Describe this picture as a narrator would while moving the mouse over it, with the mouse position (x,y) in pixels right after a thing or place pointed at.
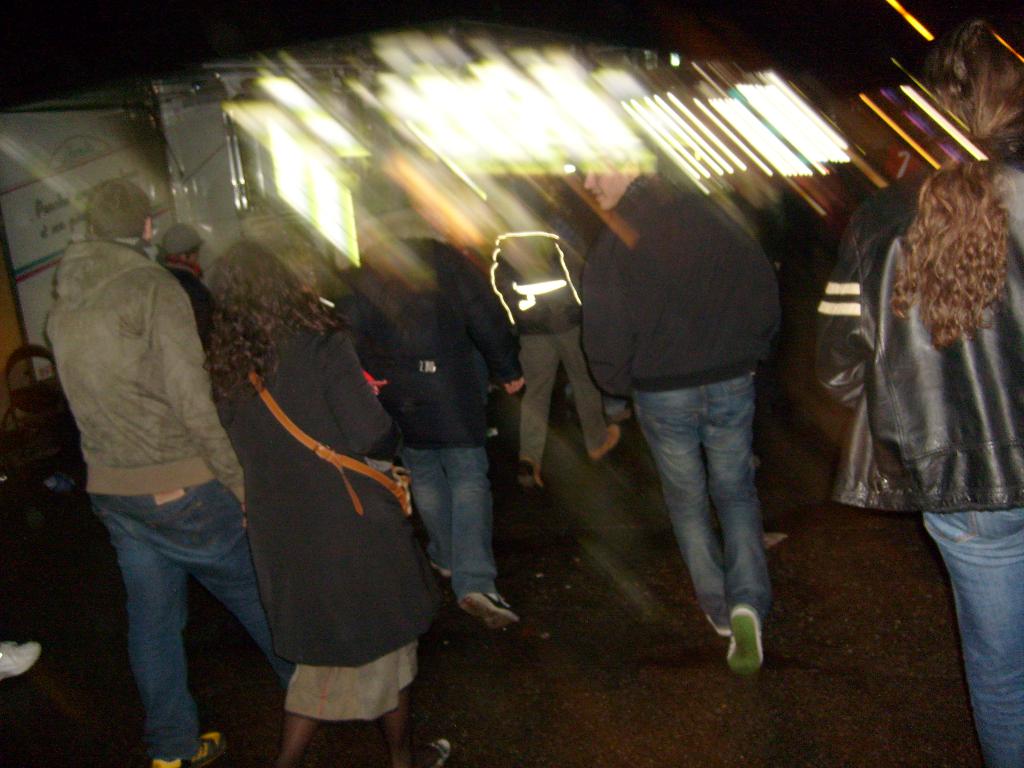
In this image there are few people (467,379) walking on the road (563,626). The background (846,40) is blurred.
